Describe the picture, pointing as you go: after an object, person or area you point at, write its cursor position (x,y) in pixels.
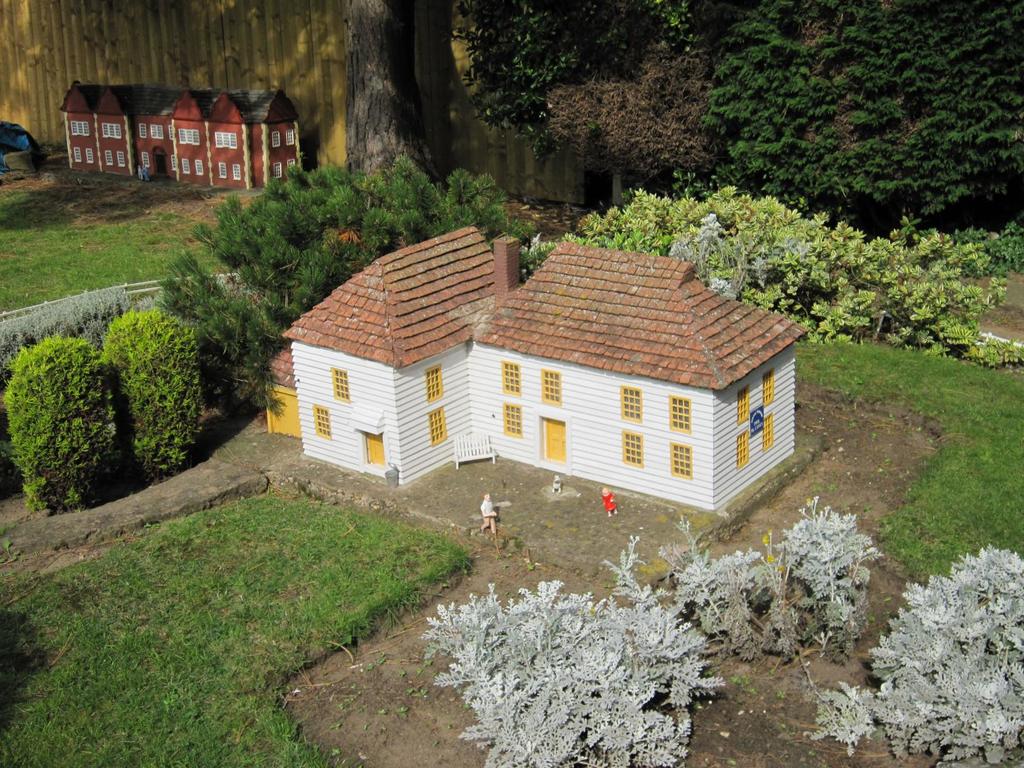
In this picture I can see there are miniatures (485,422) and there is a building (463,383), few persons (608,498), plants (252,374), trees (301,190) benches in the backdrop (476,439).
